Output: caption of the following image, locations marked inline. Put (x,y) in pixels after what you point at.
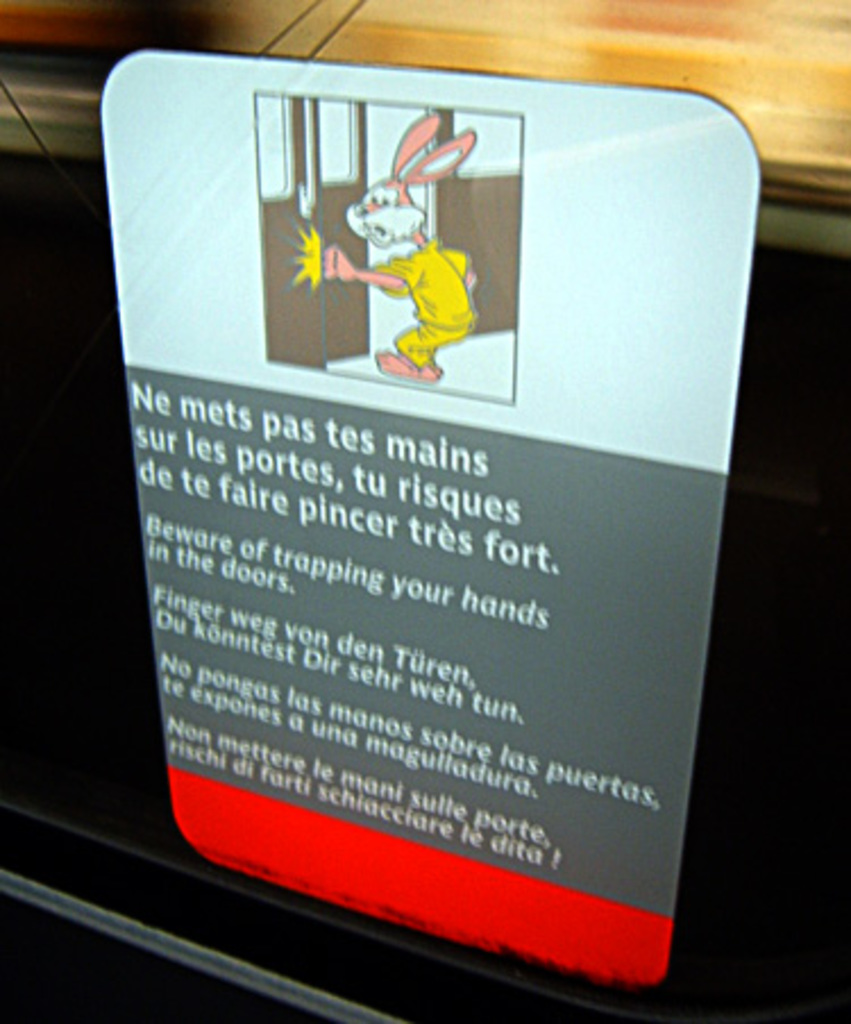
In this image, I can see some text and a cartoon image (445,358) of a rabbit (452,339) on a board (421,750). The background (48,67) is blurry.
